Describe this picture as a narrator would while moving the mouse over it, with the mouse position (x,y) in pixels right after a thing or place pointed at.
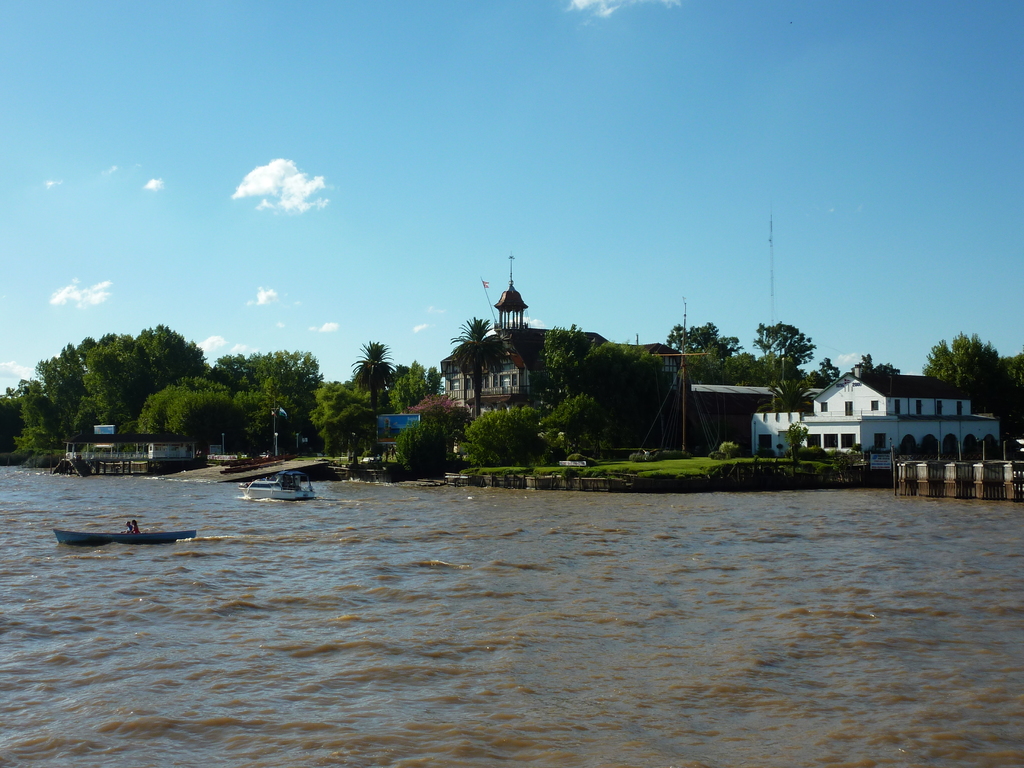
In this picture we can see a few boats (291,498) in the water (94,550). There are a few trees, poles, blue object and houses (967,411) in the background (875,422). Sky (291,343) is blue in color and cloudy.
